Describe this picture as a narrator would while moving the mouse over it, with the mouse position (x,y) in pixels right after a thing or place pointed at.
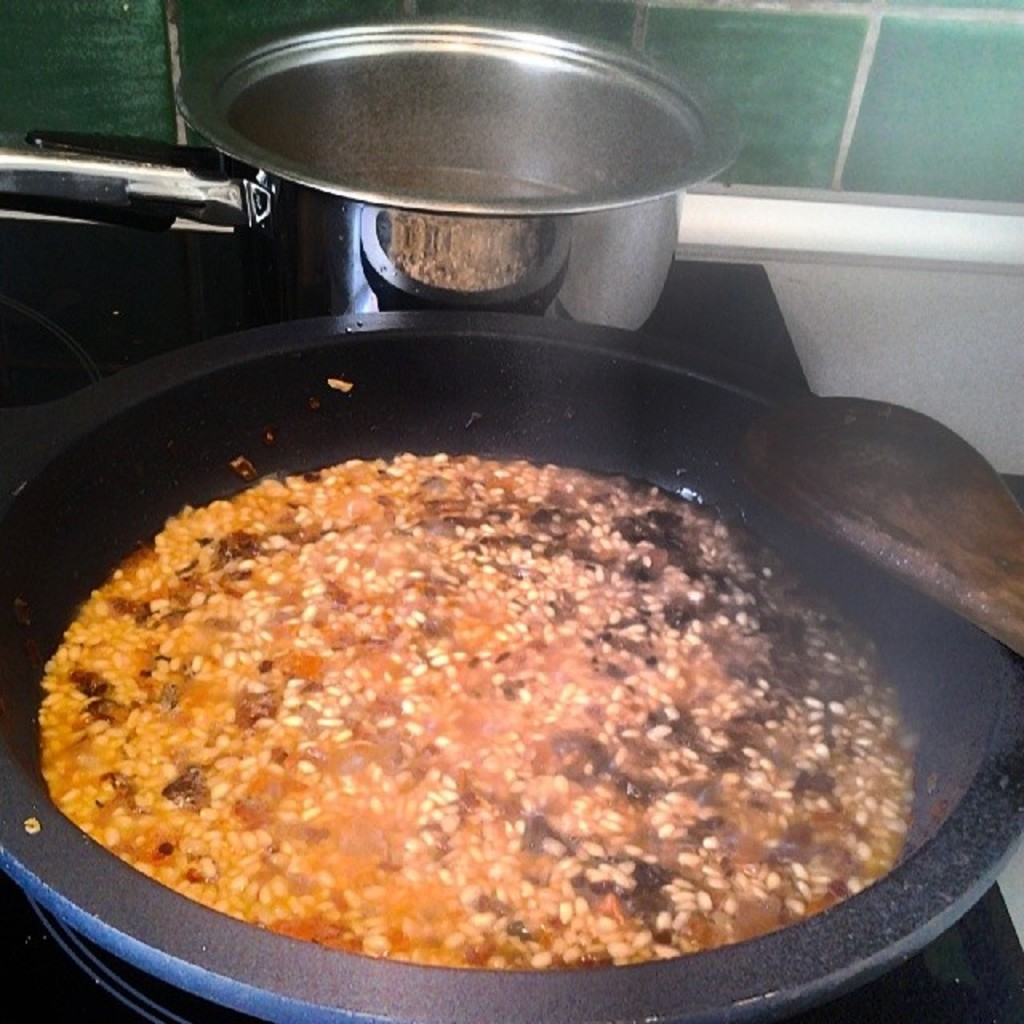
On the platform (72,386) I can see the bowl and frying pan (317,990). In that frying pan (664,676) I can see some water (366,794) and other food item (440,653). At the top (841,135) I can see the green color partition (804,65).
